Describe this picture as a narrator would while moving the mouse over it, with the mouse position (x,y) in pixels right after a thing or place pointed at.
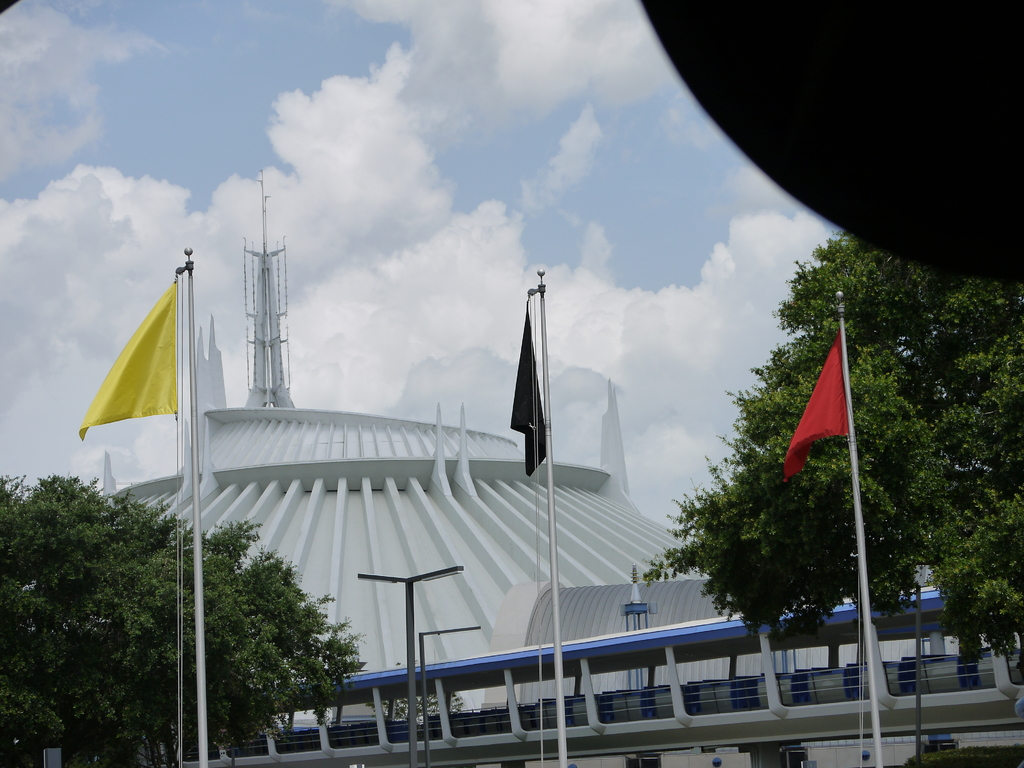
In the center of the image (525,394) there are flags (529,370) and flagpoles (201,732). There are trees (821,518). In the background of the image (619,461) there is a building (281,459). There is a tower (263,405). At the top of the image (326,140) there is sky (482,130) and clouds (568,290).
